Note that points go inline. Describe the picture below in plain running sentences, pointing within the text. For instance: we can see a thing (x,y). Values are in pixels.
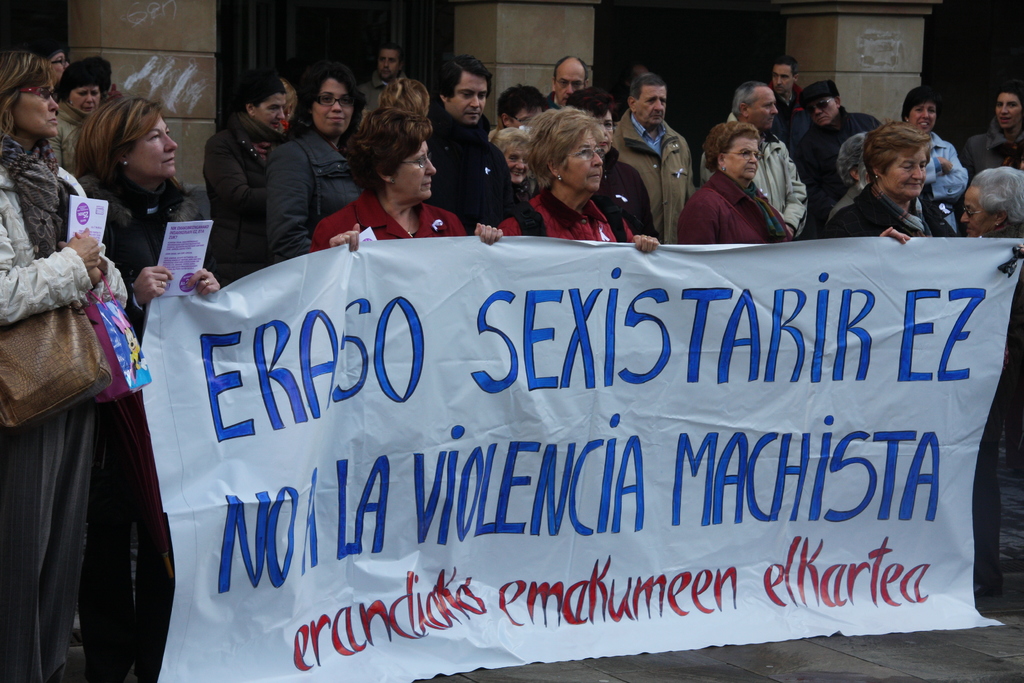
In the image we can see there are many people (466,204) standing, wearing clothes (708,208) and some of them are wearing spectacles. Here we can see a banner (442,277) and text (555,385) on it. On the left side (15,299) there is a woman (54,293) carrying handbag (59,332).
